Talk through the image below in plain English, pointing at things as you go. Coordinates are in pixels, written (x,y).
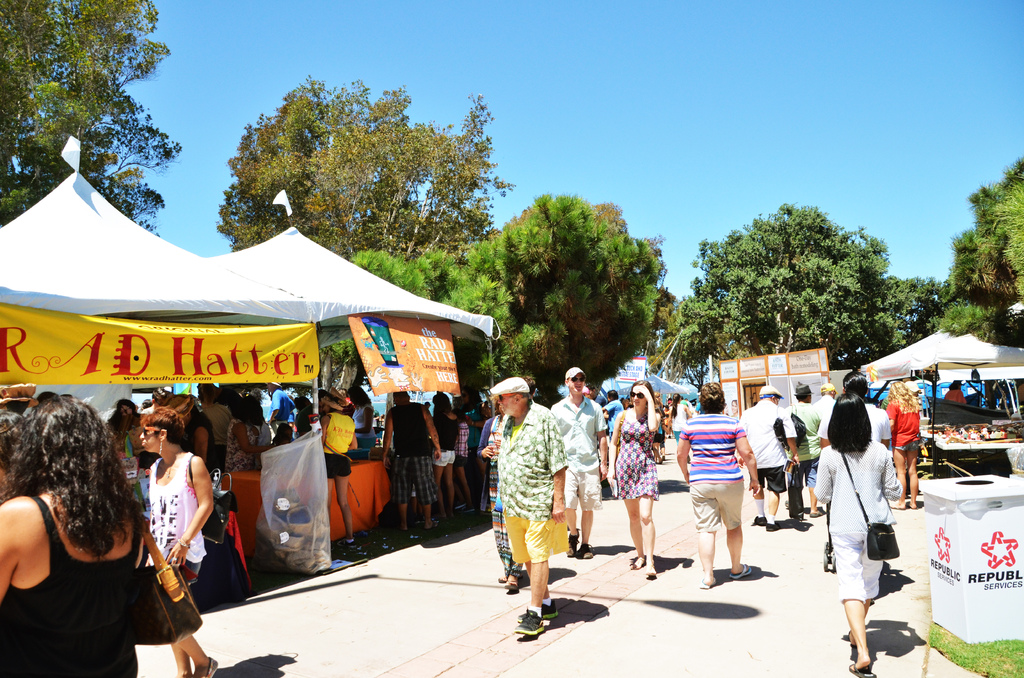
In this picture there are tents (86,238) and trees (432,281) and there are banners (440,364) and there is text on the banners (724,386) and there are objects (976,438) on the tables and there are group of people (48,628) walking and there are group of people (445,462) standing. At the top (775,56) there is sky (714,87). At the bottom (718,641) there is a road (764,545).
